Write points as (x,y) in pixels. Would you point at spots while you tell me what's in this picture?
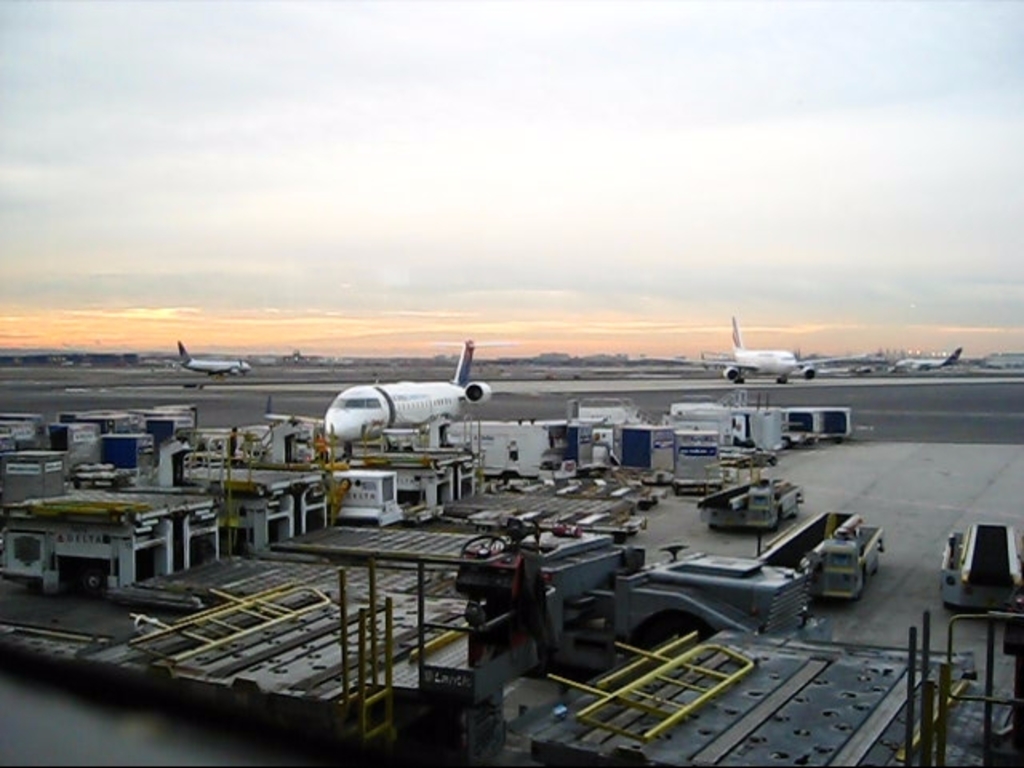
In this image, we can see few aeroplanes (464,390), vehicles (735,685), some objects (878,703), rods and machines (382,643). Background (828,236) there is a cloudy sky (349,281).
